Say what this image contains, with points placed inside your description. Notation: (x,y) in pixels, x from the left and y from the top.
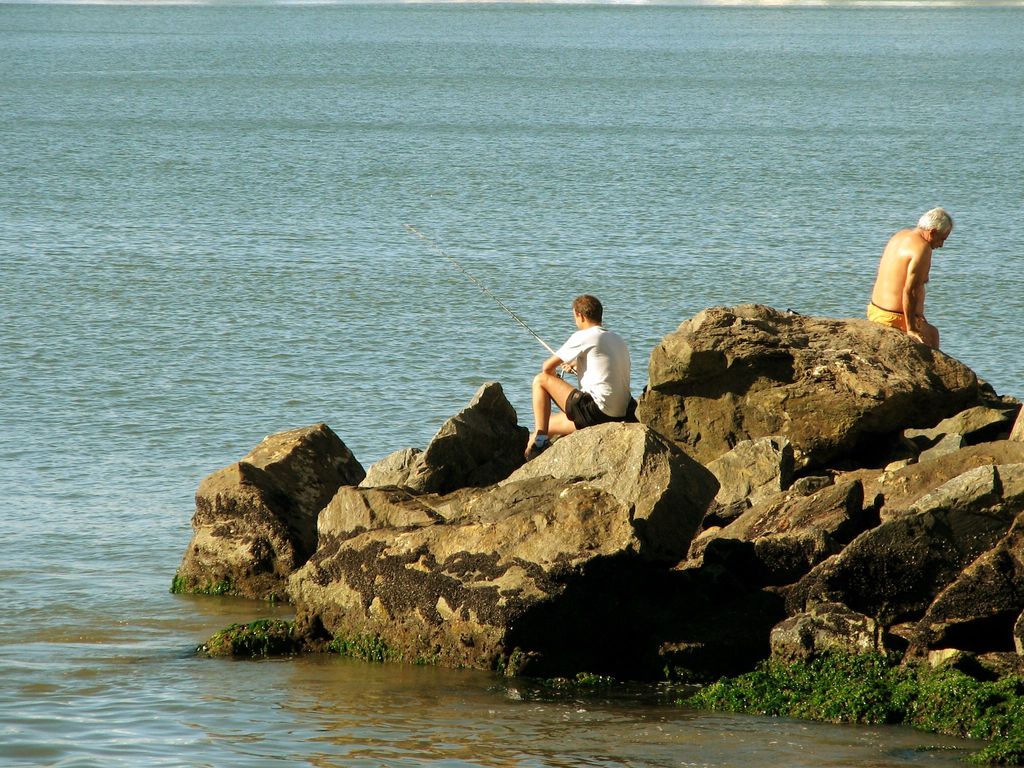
In this image in the center (662,462) there are some rocks (916,492), on the rocks (916,434) there are two persons (880,292) who are sitting and at the bottom (477,691) there is a river (139,560).
